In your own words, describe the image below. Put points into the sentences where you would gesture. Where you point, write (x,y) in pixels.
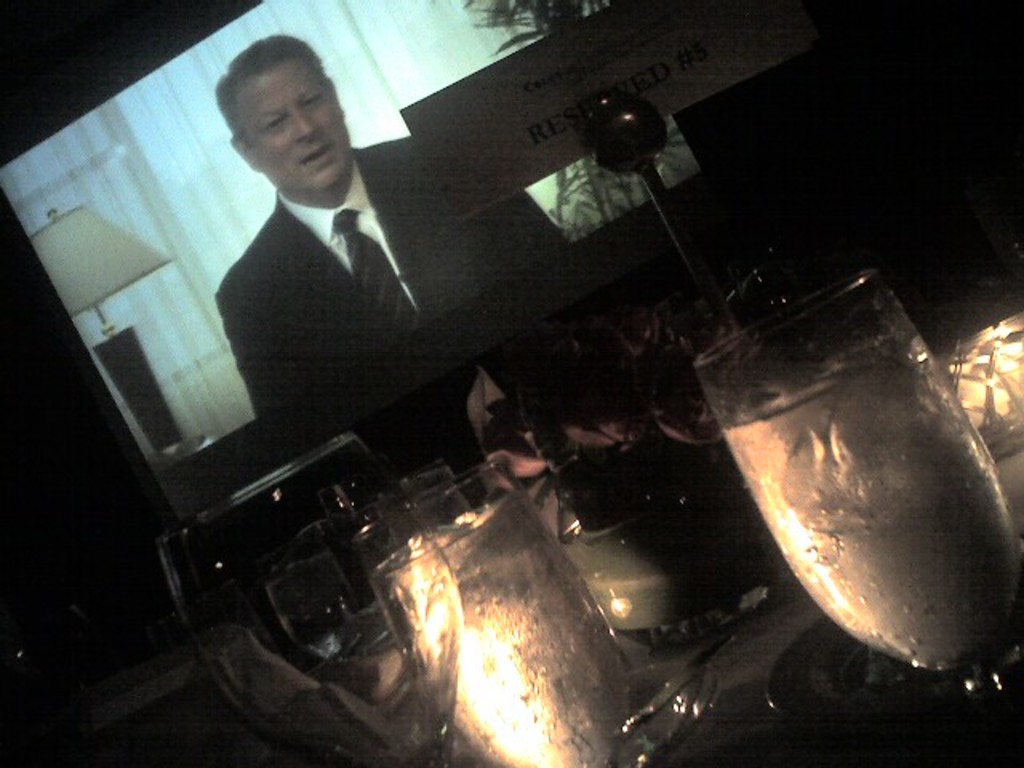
In this picture I can see the wine glasses (509,517) at the bottom (451,514), at the top (645,53) I can see a board (503,107). In the background (302,221) there is a projector screen (387,270).
